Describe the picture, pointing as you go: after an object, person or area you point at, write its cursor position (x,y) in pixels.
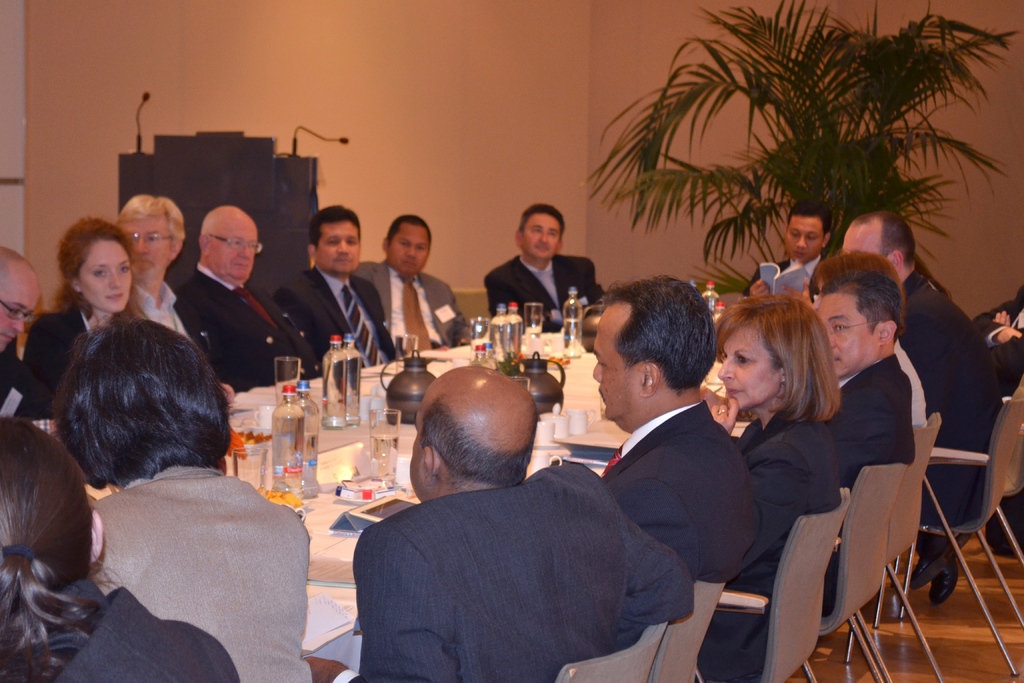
A group of people (717,349) sitting on the chair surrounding the table (270,456), On the table (320,412) there are some bottles (312,435) and glasses (388,433). Top right side of the image (885,84) there is a plant (930,124). In the middle of the image (363,262) there is a wall (384,55).
